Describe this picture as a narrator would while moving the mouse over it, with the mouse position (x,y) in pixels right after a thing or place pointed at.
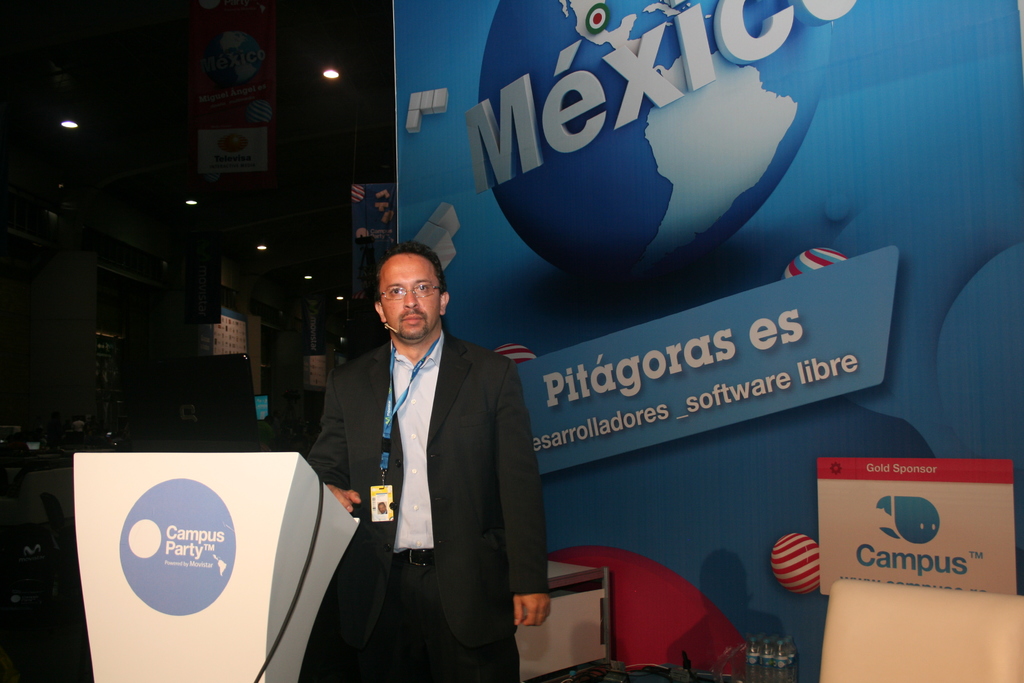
In this image, we can see a person (480,455) in front of the banner (766,394) and wearing an ID card (381,490). There is a podium (208,546) in the bottom left of the image (193,577). There are lights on the ceiling (316,97).
